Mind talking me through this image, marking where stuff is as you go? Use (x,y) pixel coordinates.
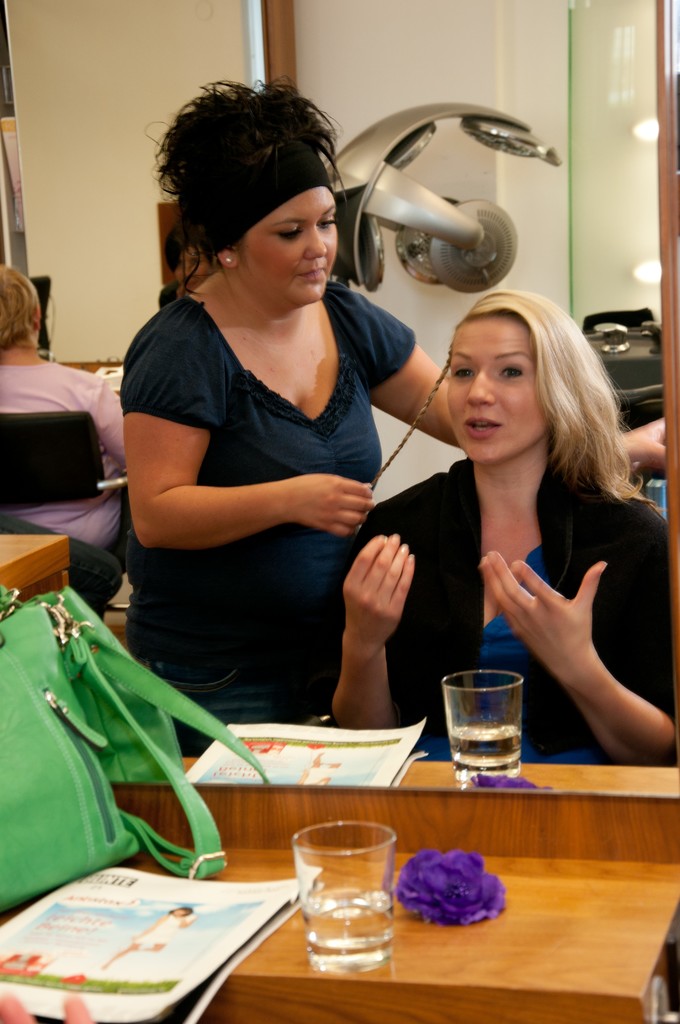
In this picture we can see two ladies (303,473), one sitting on the chair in front of the mirror (417,605) and on the mirror desk (236,852) we have a bag (183,858), paper (207,899) and a glass (336,869).
